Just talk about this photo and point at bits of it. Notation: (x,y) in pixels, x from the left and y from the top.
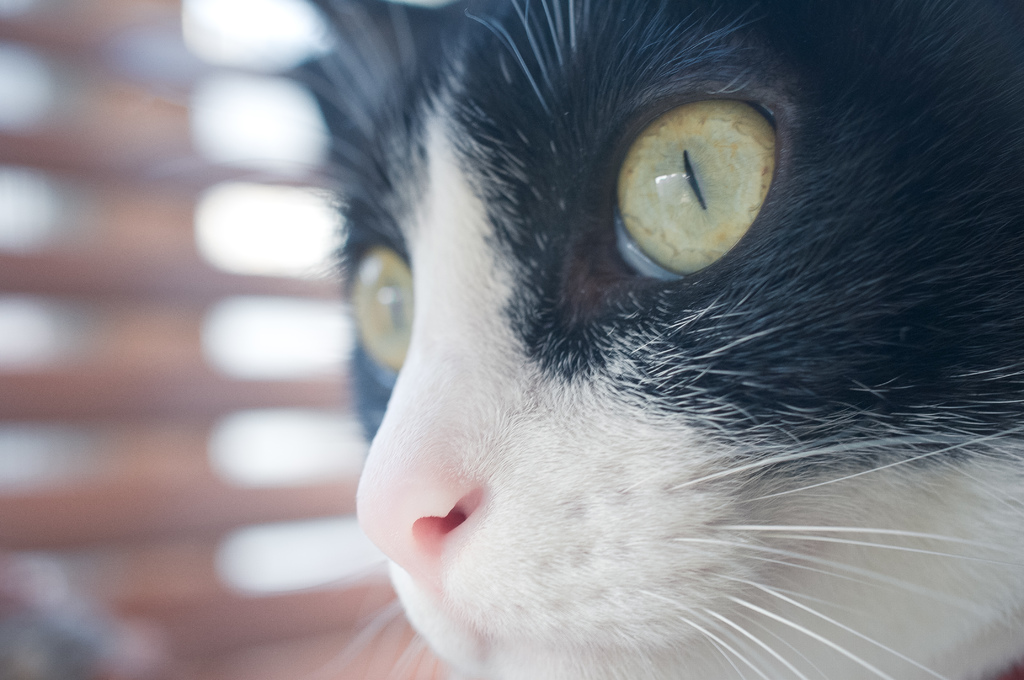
In this image we can see a cat (434,464).
